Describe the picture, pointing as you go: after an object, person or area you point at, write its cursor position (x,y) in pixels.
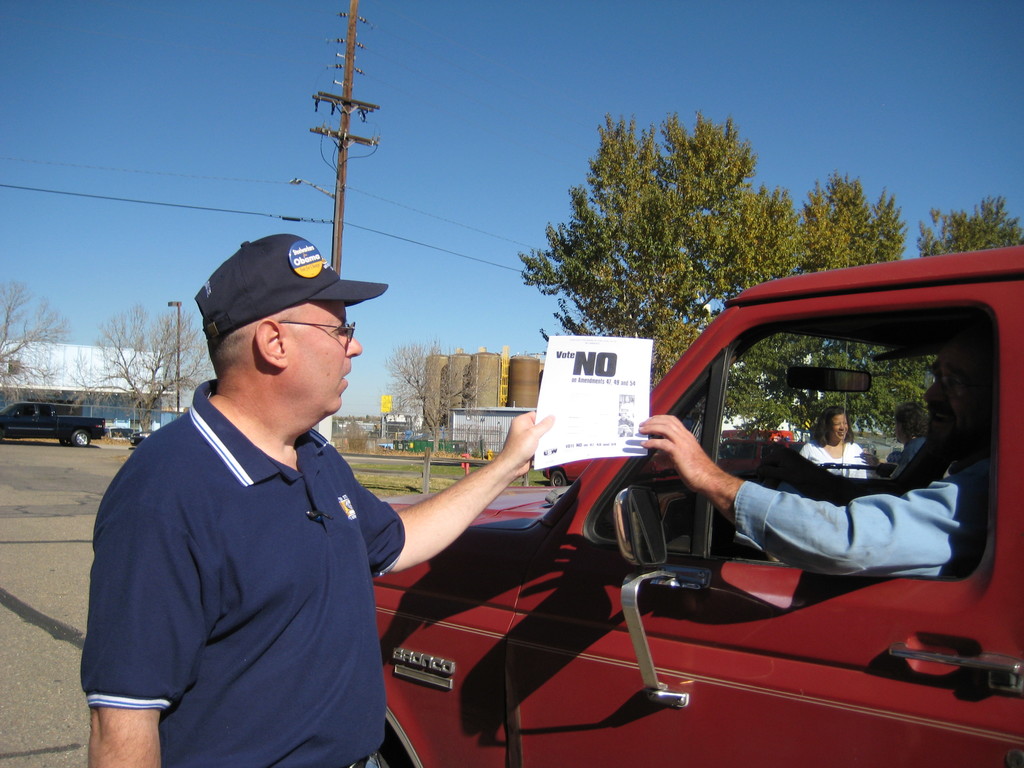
In this picture there is a man (514,442) standing and holding a paper (555,414) in his hand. To the right (767,499), there is a man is sitting in the car (766,753). A woman (838,453), tree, truck (92,428), pole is seen in the background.
